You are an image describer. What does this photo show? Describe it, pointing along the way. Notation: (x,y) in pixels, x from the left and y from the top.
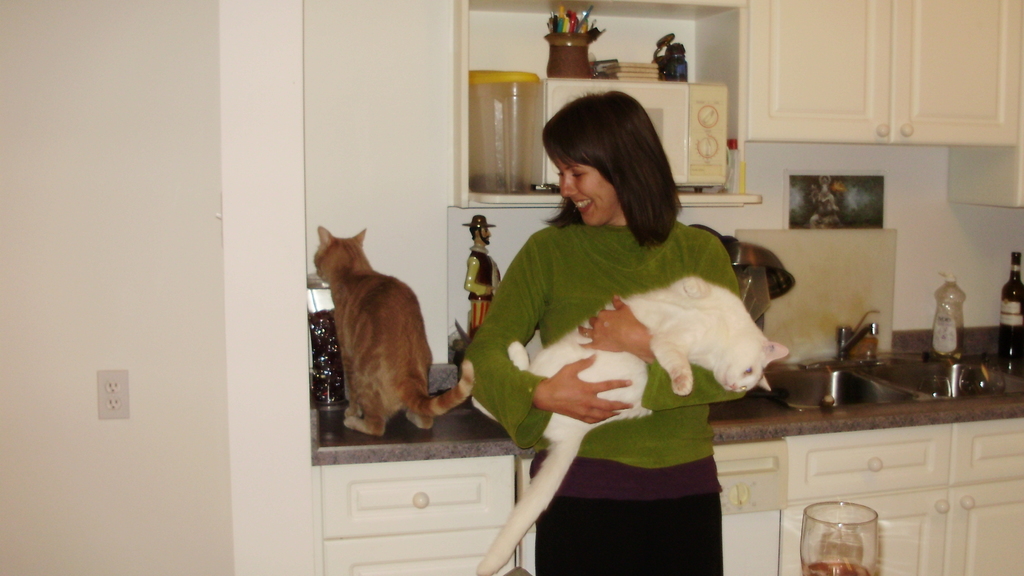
In this image we can see lady person (587,319) wearing green color dress (587,319) holding white color cat (523,361) in her hands (612,404) leaning to the kitchen surface (961,408) and there is brown color cat (375,414) on the kitchen surface (776,418) and we can see some items (473,321), objects (797,324) and some bottles (1012,313) on surface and there is sink (881,365) and in the background of the image (564,53) there is microwave oven (687,86) and some other item (554,44) in the shelf (490,61) and we can see cupboards (947,462).
